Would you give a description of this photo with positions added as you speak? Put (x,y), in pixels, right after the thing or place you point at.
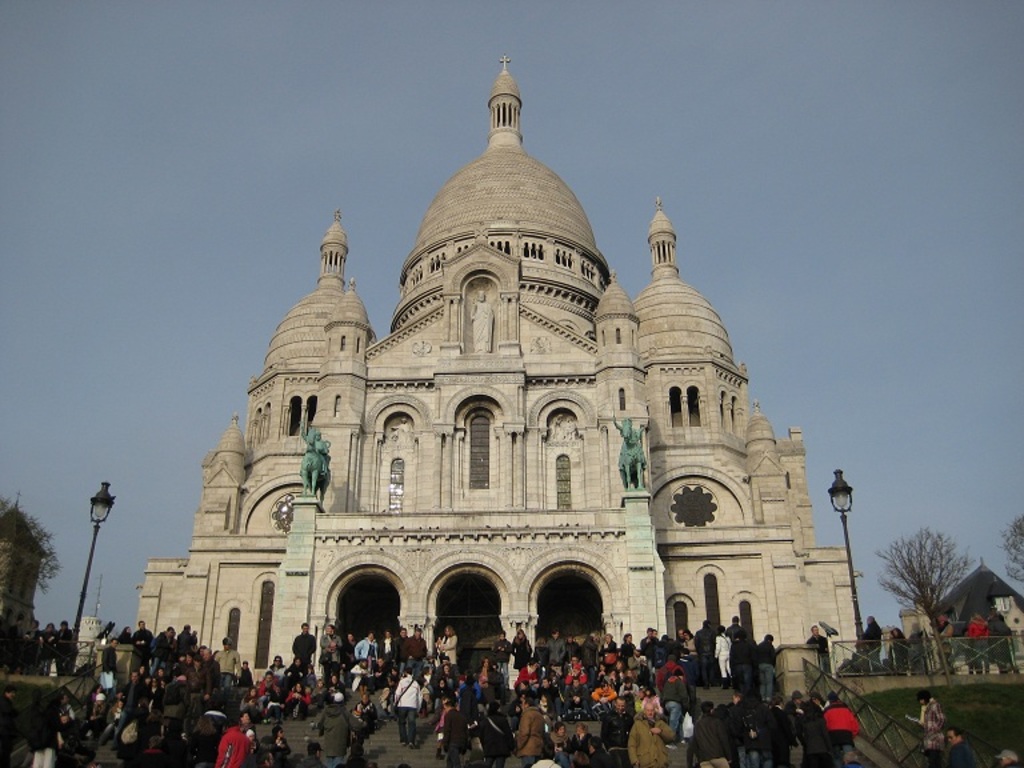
In this image we can see these people (731,708) are walking on the stairs (96,745), we can see light poles (82,608), trees (1022,539), stone building (460,579) and the plain sky (621,106) in the background (135,296).
